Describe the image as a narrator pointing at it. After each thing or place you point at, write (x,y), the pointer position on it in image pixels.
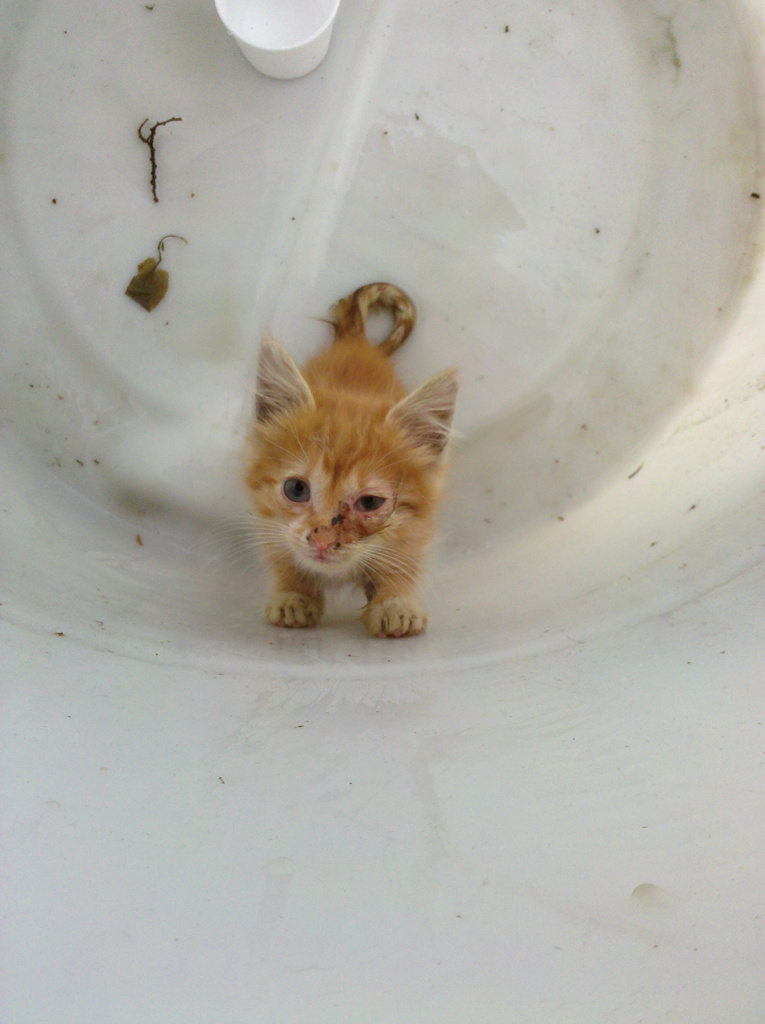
In this image there is a small kitten (343,452) standing in the white tub (456,757). At the top (262,34) there is a cup (307,43).
